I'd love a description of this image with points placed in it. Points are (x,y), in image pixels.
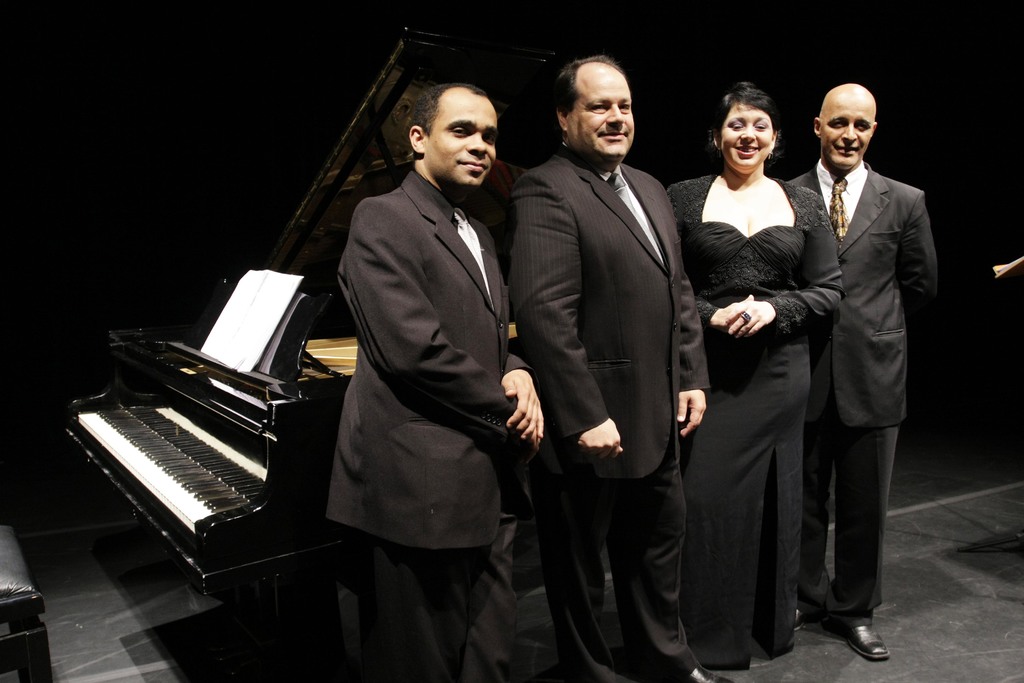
In this image i can see three men (890,294) and a woman (809,214) standing at the background (268,404) there is a piano (242,395) and a paper (237,341).
